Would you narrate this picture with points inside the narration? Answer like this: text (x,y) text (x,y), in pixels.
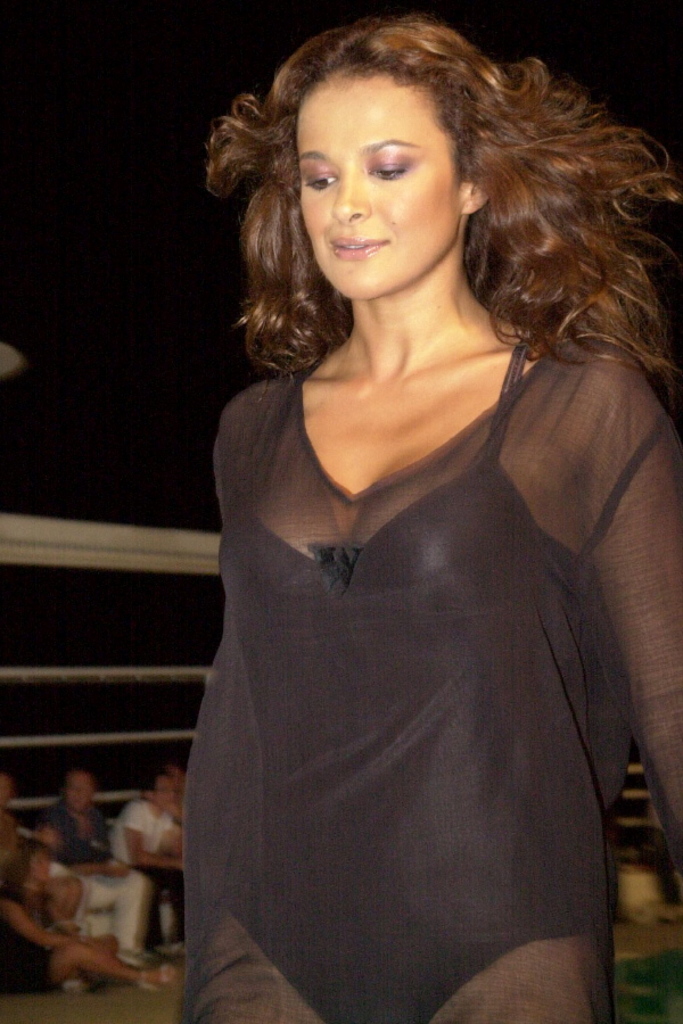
In this image, there are a few people (268,740). Among them, we can see a lady (441,827) wearing black dress (411,799). We can see the fence (69,531) and the ground (681,943). We can also see the dark sky (133,250).
